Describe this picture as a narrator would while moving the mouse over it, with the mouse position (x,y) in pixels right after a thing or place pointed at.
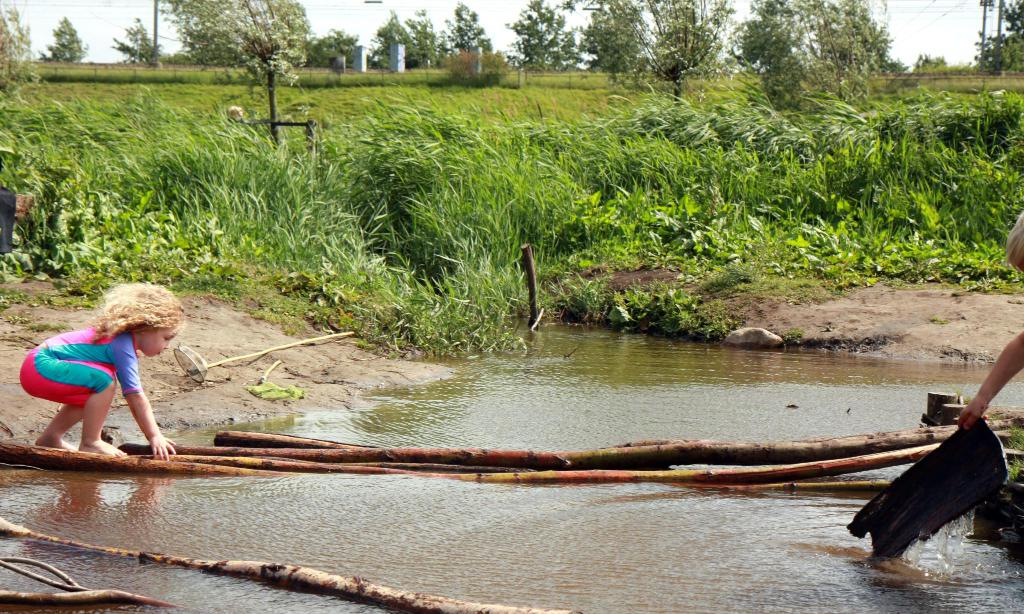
In this picture we can see a kid (101,400) on the left side (99,387), at the bottom (481,554) there is water (581,580), we can see some plants (748,214) and trees (817,92) in the background (504,31), there is the sky (494,51) at the top of the picture (491,34), we can see a person's hand (974,405) on the right side (987,405).
